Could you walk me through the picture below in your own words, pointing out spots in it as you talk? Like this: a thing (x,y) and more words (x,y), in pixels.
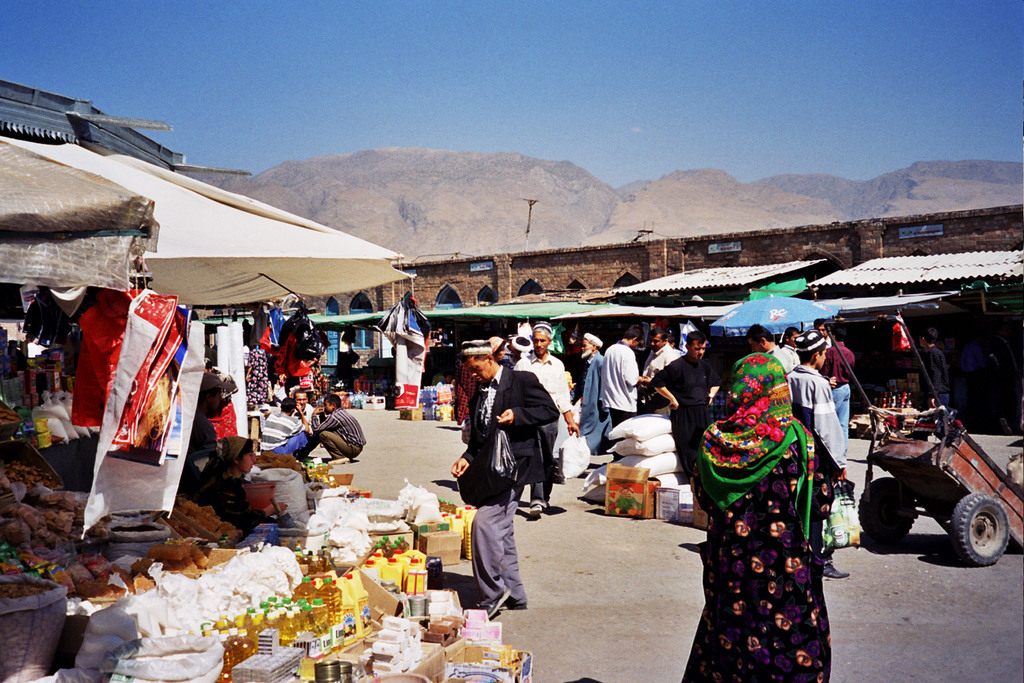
The image is taken in the market (583,540). In the center of the image (530,432) we can see people (710,440) standing. On the left (70,254) there is a tent (391,261) and we can see goods (326,641) placed on the road (504,626). In the background (627,292) there are sheds (749,291), hills (602,236) and sky (725,106). On the right (864,522) there is a trolley (877,513) and we can see bags (652,473) on the road (648,537).
